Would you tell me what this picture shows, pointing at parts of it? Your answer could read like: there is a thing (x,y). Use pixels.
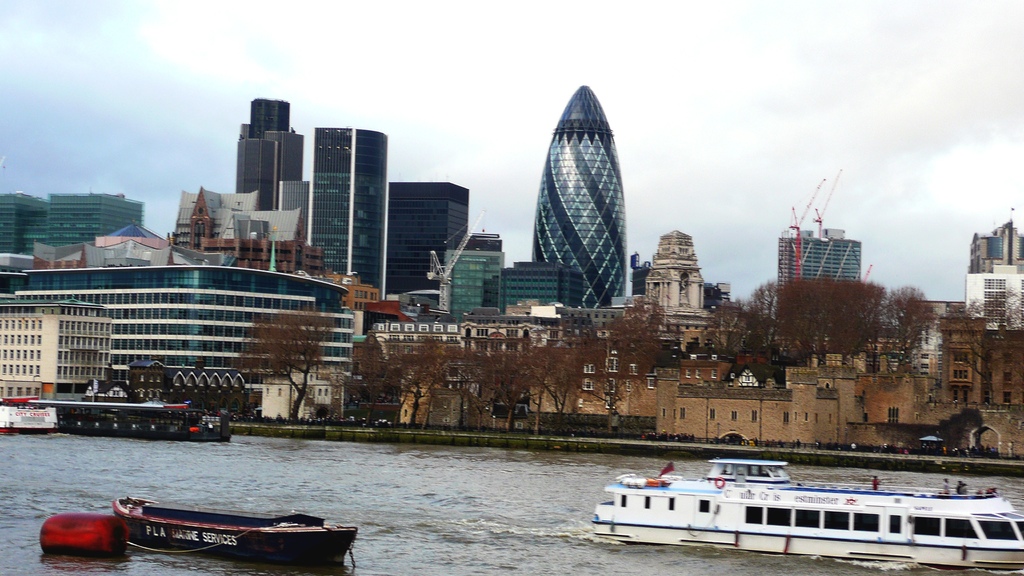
In this image I can see at the bottom (517,478) there are boats (781,481) in this water (400,507), in the middle (556,294) there are trees (539,368) and buildings (393,292). At the top (606,55) it is the sky (520,58).
